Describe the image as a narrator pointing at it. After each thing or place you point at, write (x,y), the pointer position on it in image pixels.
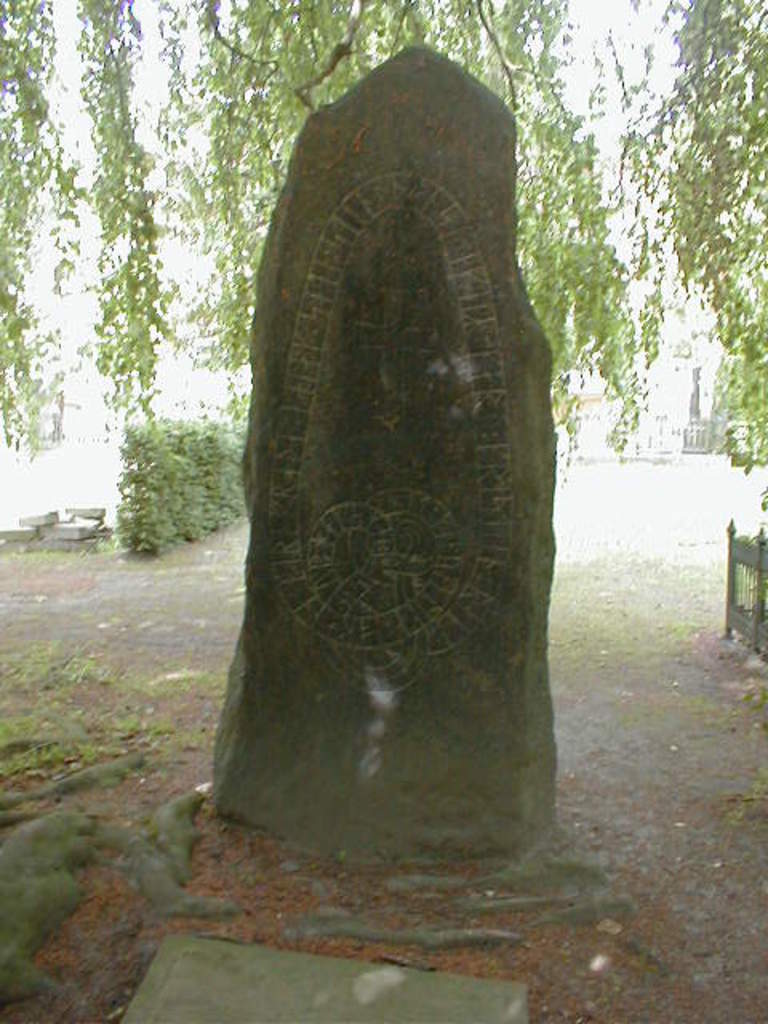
In the center of the image (366,458), we can see a stone (428,584) and in the background (205,340), there are trees (738,413), a railing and there are plants (145,502). At the bottom (363,882), there is ground (591,814).
